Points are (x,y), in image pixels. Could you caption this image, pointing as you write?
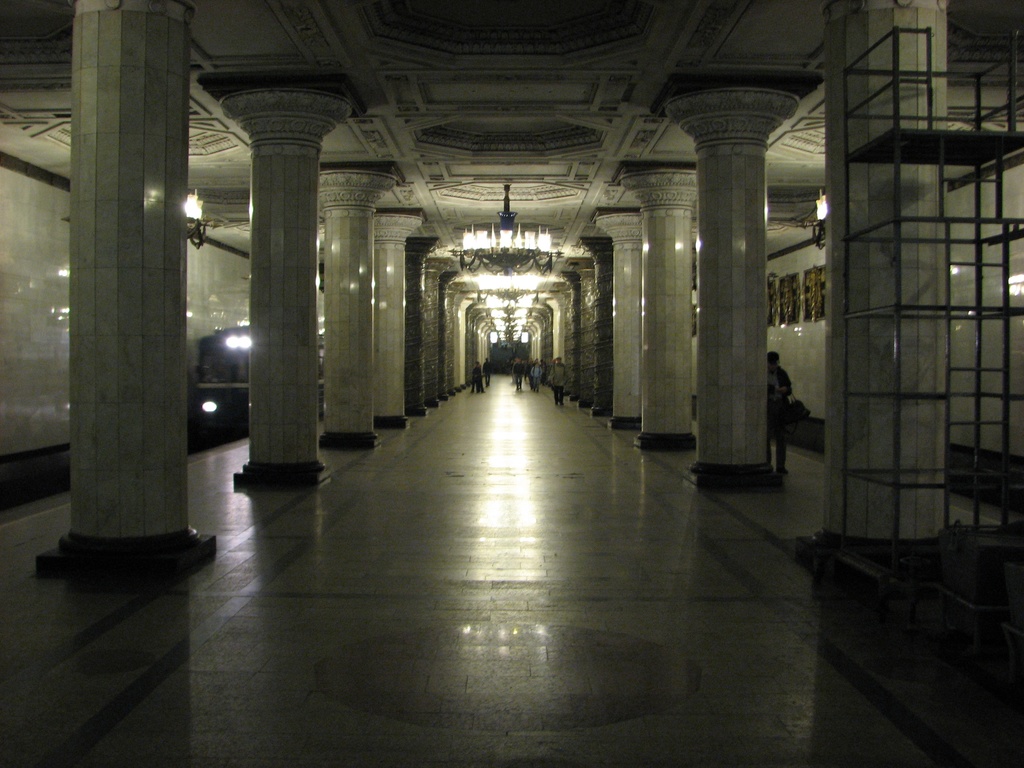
In this picture I can see group of people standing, there are pillars (586,372), there are chandeliers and there is a train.
